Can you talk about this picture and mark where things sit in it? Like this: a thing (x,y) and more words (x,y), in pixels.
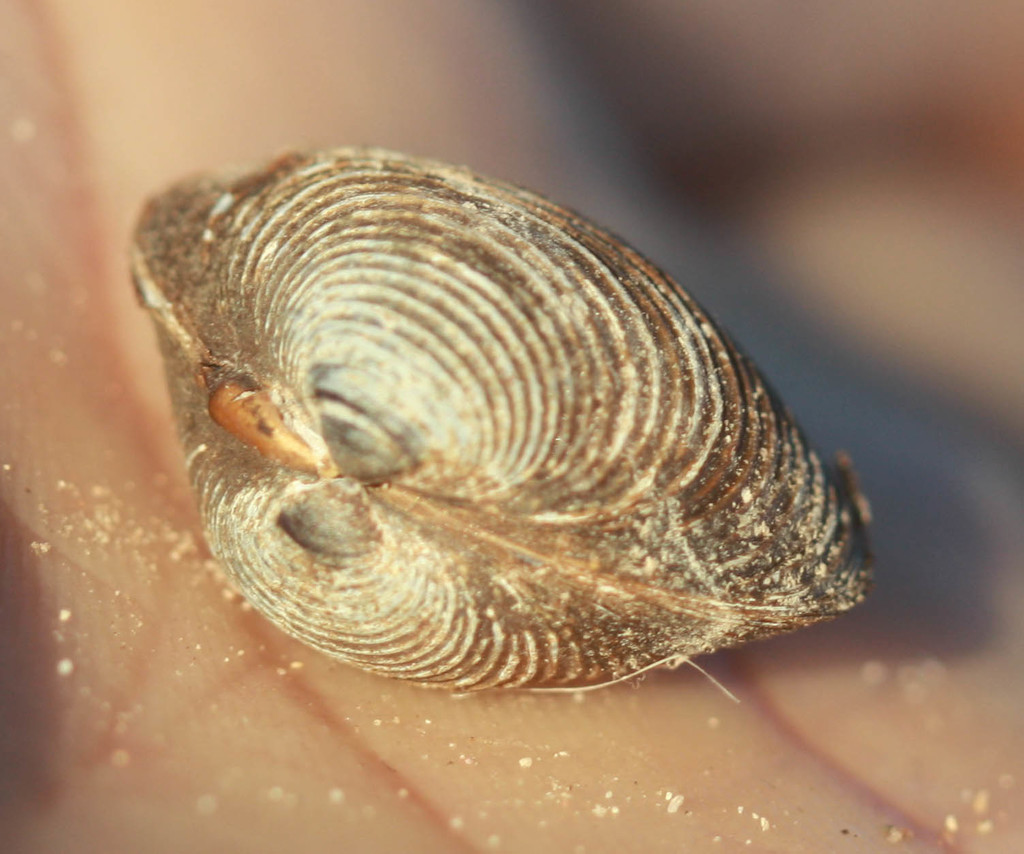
In this picture we can see a person's hand (372,782) at the bottom (385,782), we can see a cockle (501,482) present in the hand (302,762).
